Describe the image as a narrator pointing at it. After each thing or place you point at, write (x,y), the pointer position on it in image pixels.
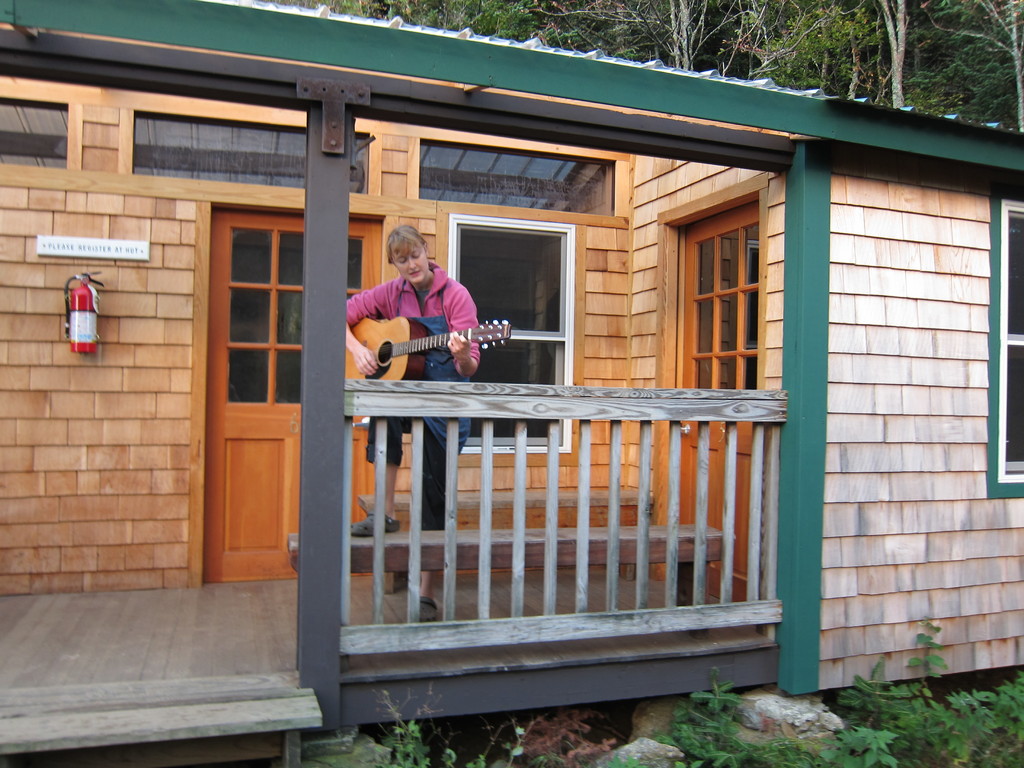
In the image there is a woman (431,314) holding a guitar (373,341) and playing it. On right side (703,304) there is a door (725,328) which is closed, on left side (75,325) we can see a board (87,252) and a fire extinguisher (81,314). On top (956,59) we can see some trees (873,36), on bottom (672,736) there are some rocks (772,707) and plants (877,712) with green leaves (921,732).
